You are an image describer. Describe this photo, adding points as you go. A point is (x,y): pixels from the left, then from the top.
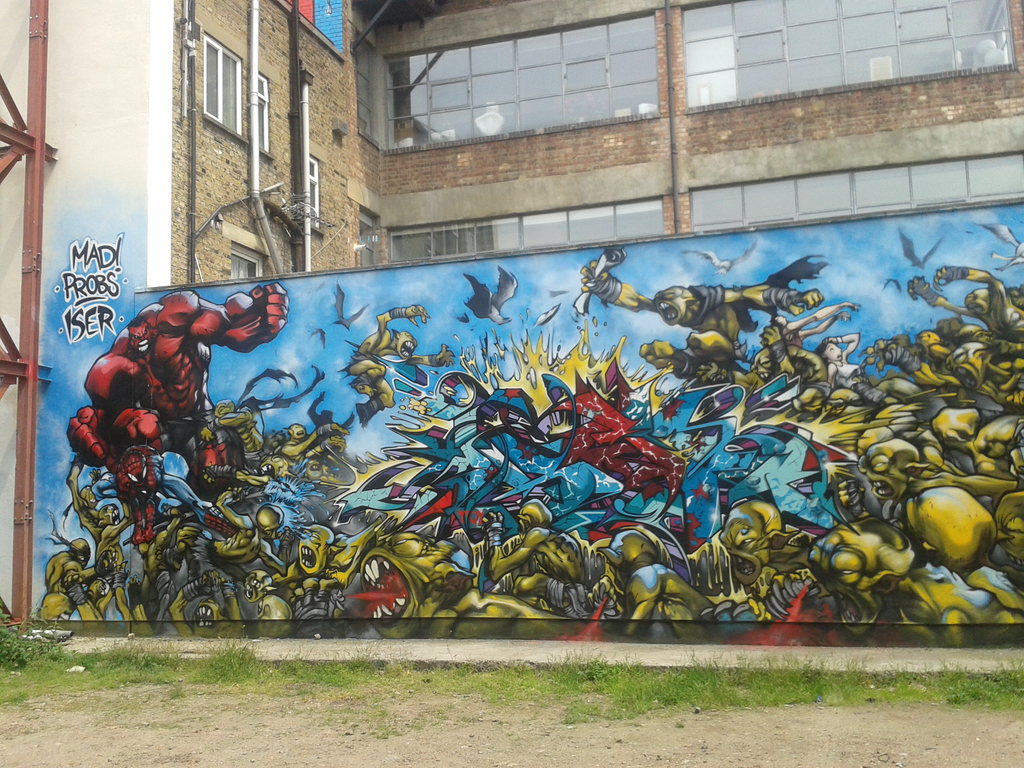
In the image there is a wall (615,452) and there are some images of cartoon characters (562,544) are painted on the wall (353,381), behind that there is a building (592,179) and it is built with bricks (424,165) and there are a lot of windows (807,85) to the building (539,151).
